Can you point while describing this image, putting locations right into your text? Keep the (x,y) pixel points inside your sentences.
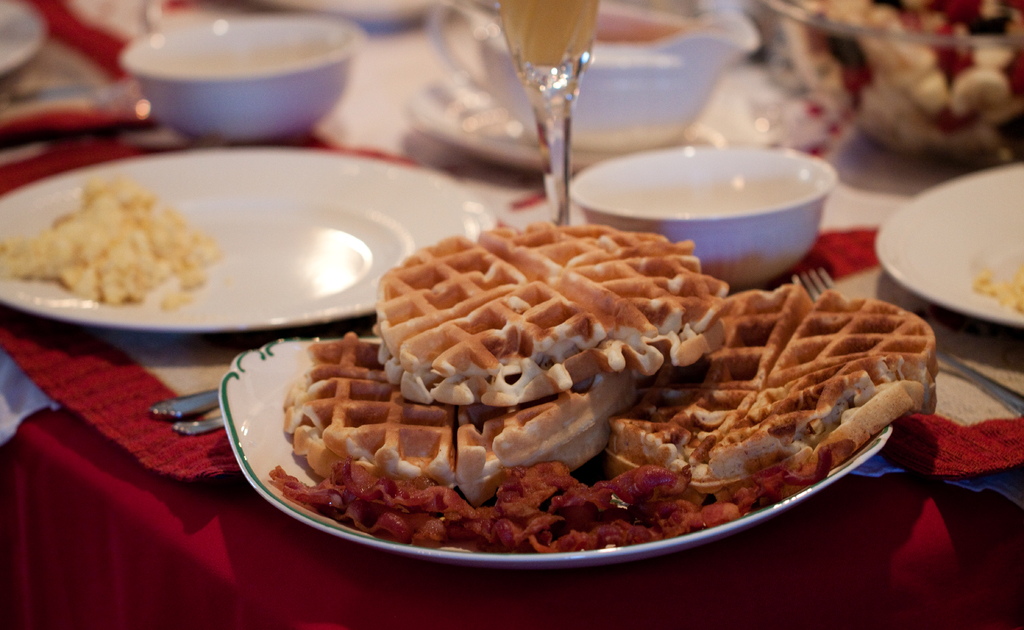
In this picture we can see plates (240,317), bowls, food (689,415) and some objects (553,175) and these all are on a platform (216,383).
